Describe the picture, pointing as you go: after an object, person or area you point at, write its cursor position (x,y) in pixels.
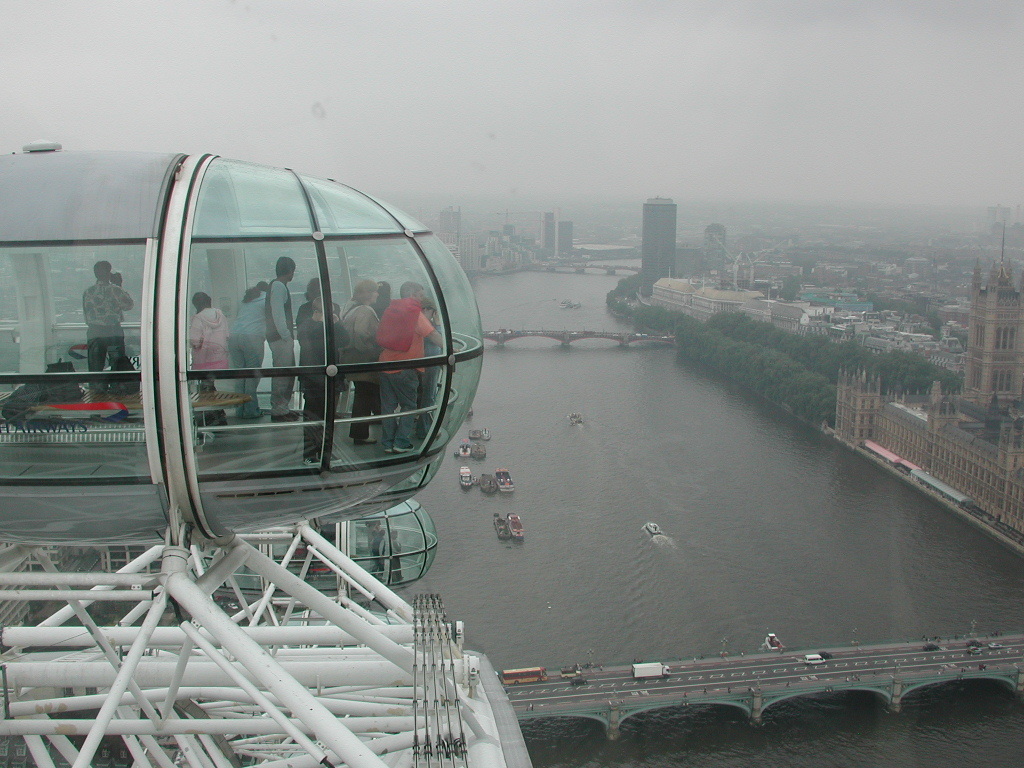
In the image the people (102,325) are watching the view of the city (628,319) from a London eye (322,430) on the left side (236,663), beside that there is a water surface (520,420) and many ships (498,529) were sailing on the water (632,404), there are three bridges (502,335) across the water surface (805,521) and there are many buildings (837,319), trees (773,336), houses (825,257) around the water surface (547,549).
